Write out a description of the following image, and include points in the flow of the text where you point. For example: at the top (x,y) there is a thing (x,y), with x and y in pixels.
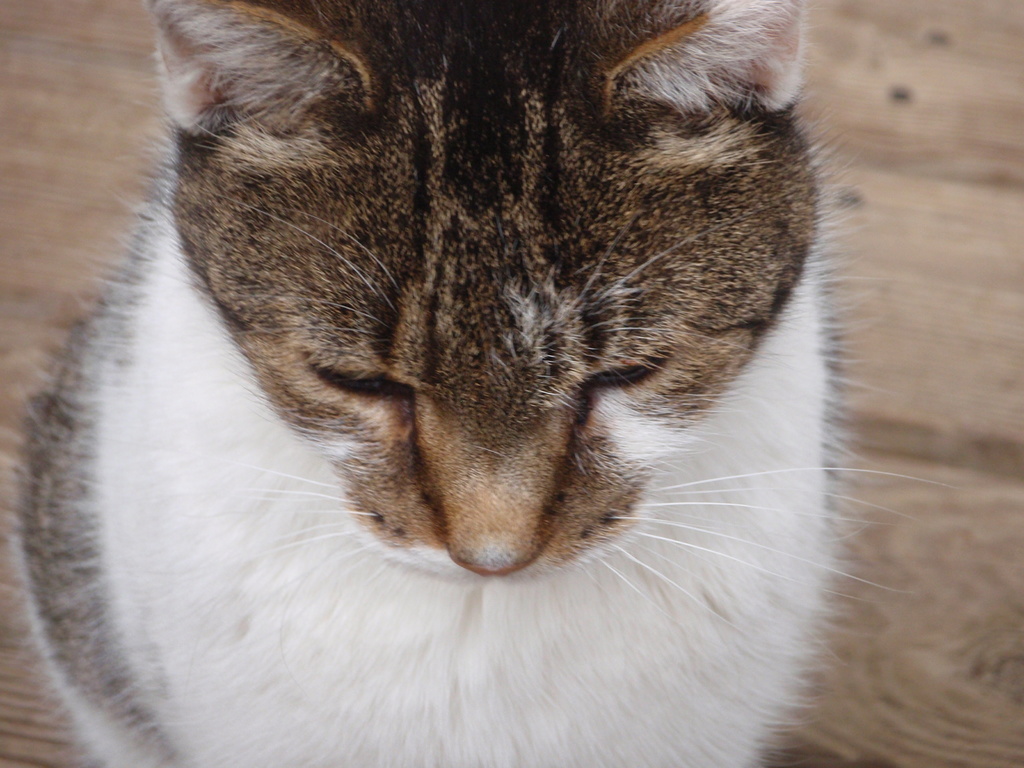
In this image in front (479,677) there is a cat (427,617). At the bottom of the image (916,711) there is a wooden floor (932,609).
